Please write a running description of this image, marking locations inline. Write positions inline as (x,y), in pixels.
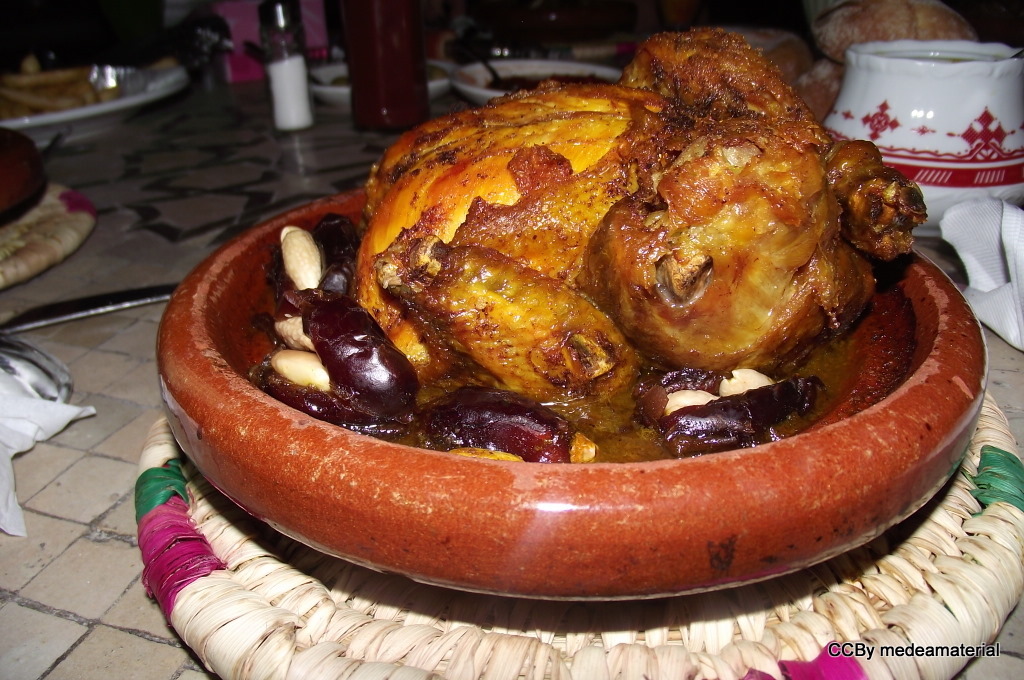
In this picture we can see chicken (600,374), dates (744,423), sauce (801,371) in red color bowl (741,510). On the bottom (770,643) we can see straw mat (805,630). On the background (983,86) we can see a bowl (978,73), plate (490,62), jar (852,128), bottle (358,54), salt (289,91), knife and other objects (78,218). On the right (1002,235) there is a tissue paper (1003,265).
